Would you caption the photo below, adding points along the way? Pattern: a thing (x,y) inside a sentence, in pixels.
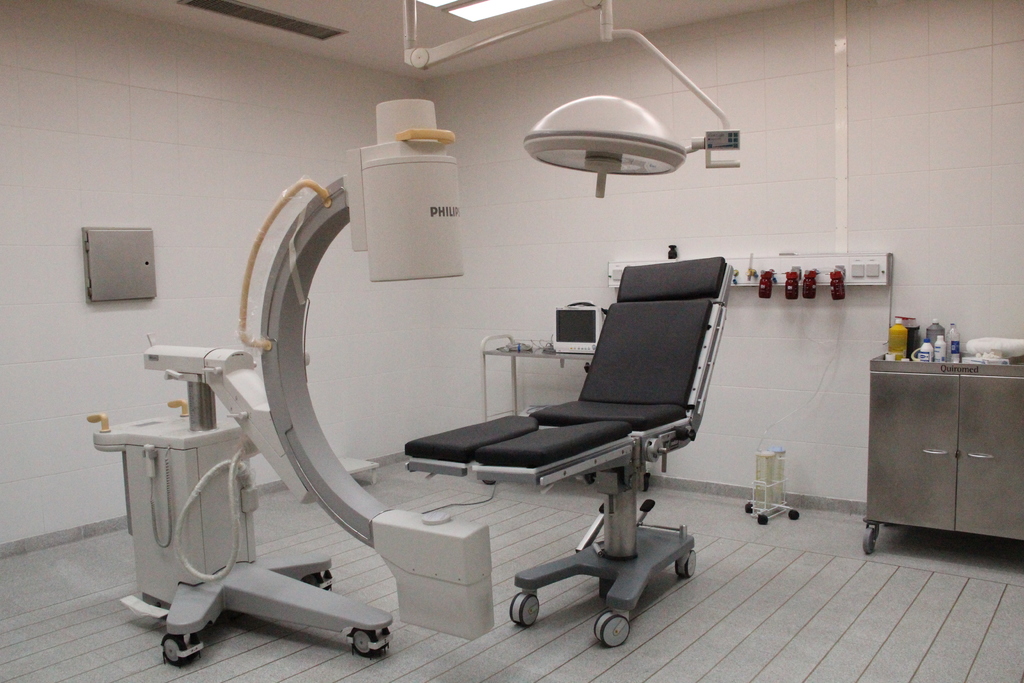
In this image I can see the bed (567,442). To left (298,474) I can see an equipment (244,386). In the background (558,334) I can see the electronic gadgets (573,340) and the switch boards (739,271) to the wall (682,195). I can see the lights (517,6) in the top (528,23). To the right (911,352) I can see the bottles (898,354) and few objects (990,361) on the metal cabinet (893,453).
